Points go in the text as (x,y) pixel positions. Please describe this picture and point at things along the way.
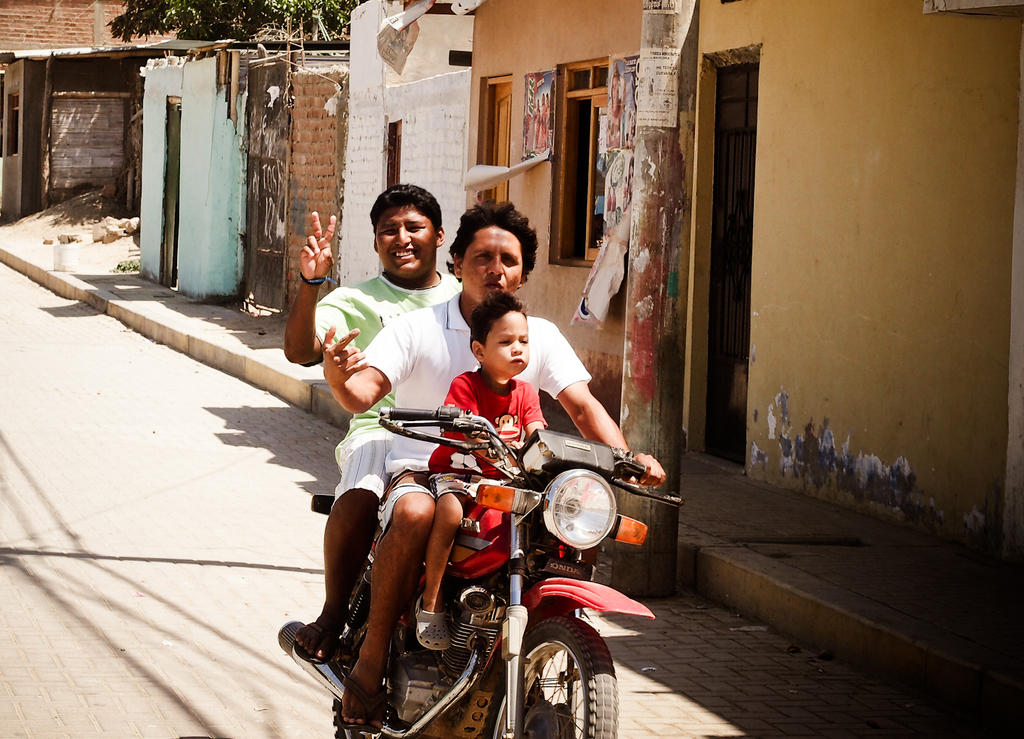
In the center (483,274) we can see three persons (347,392) sitting on the bike (464,545). In the background (432,86) there is a building (799,171), tree (259,23), door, road (100,323) and stone (125,229).
